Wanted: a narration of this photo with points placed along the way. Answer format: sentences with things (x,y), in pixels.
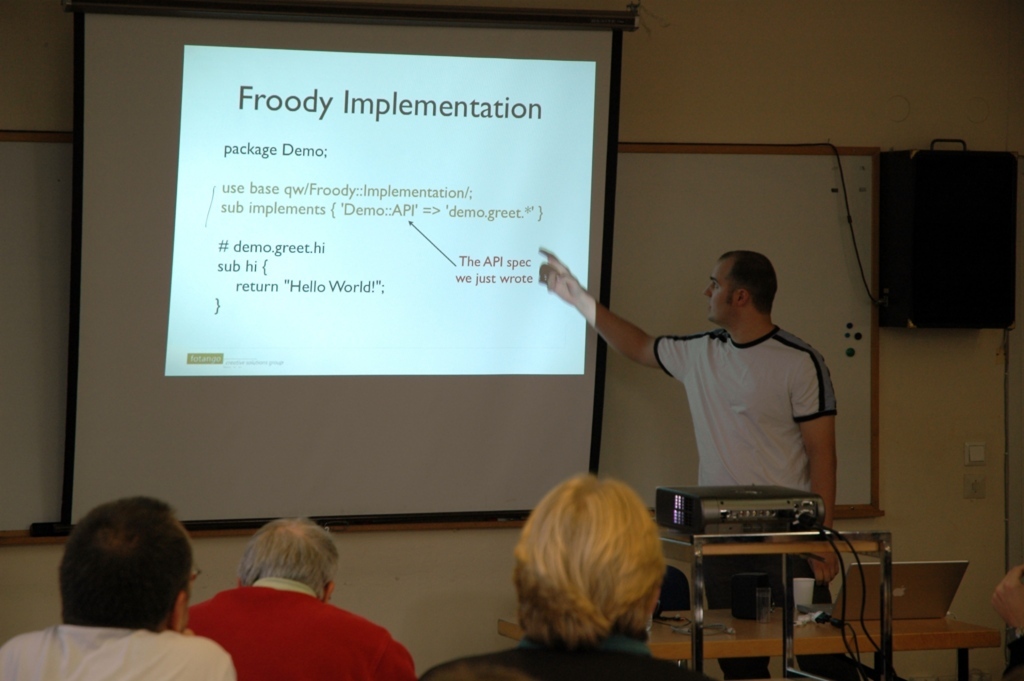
In this image there is a man (726,335) standing and explaining the terms (267,251) which are on the screen (448,126). In front of him there are people (68,572) who are listening to him. Beside him there is a projector (702,503) which is kept on the table (761,550).
